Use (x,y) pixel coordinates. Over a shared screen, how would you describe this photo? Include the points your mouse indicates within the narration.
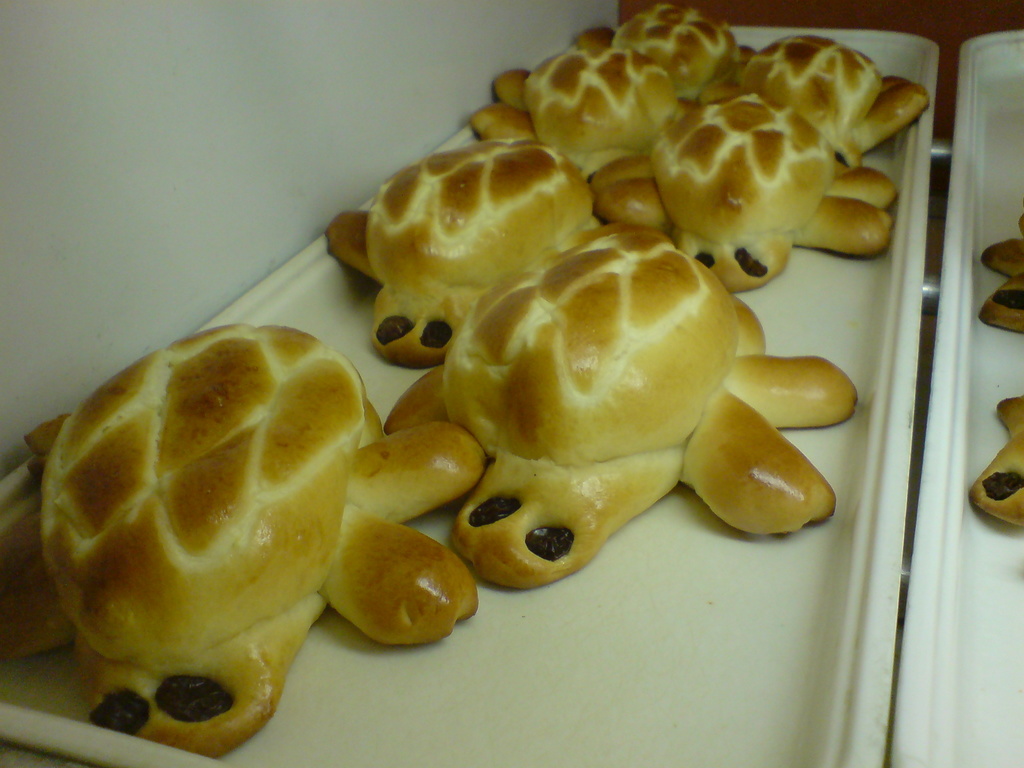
This picture is clicked inside. In the center (406,263) we can see the white color trays (909,365) containing some food items (651,338). On the left (333,65) there is a white color object (292,119) seems to be the wall (393,59). In the background (941,29) there are some objects (944,17).
